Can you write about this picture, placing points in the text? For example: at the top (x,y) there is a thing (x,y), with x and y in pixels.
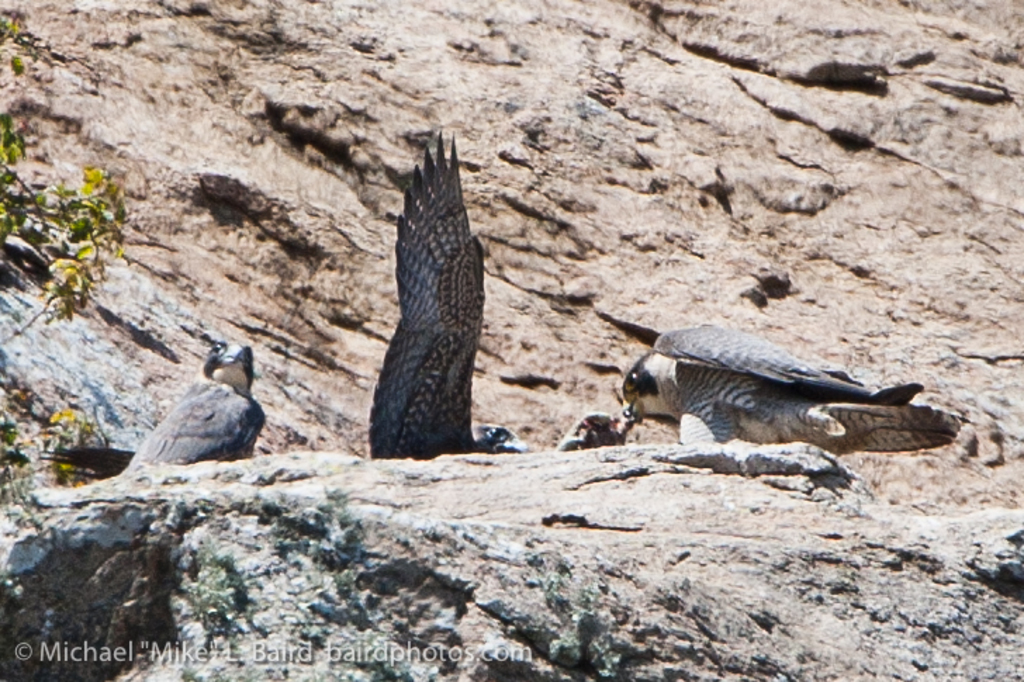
In this picture I can see birds (728,428), rocks (502,486), leaves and there is a watermark (189,655) on the image.
